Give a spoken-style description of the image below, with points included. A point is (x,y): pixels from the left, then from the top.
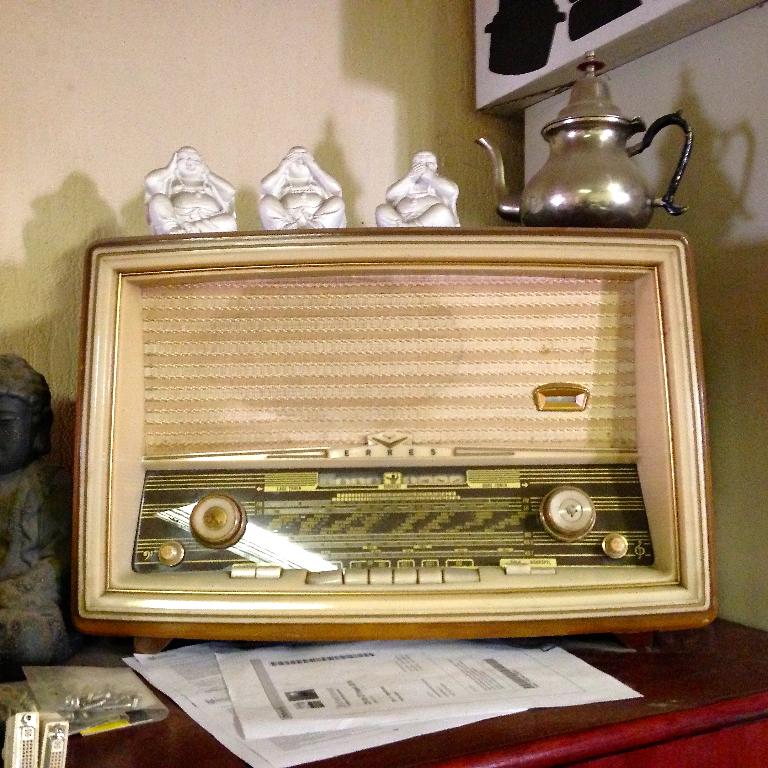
In this image we can see a device (371,462), statues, papers (468,714), kettle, and few objects (78,709) on a table (689,719). In the background (347,216) we can see wall (706,157) and an object (505,48).
